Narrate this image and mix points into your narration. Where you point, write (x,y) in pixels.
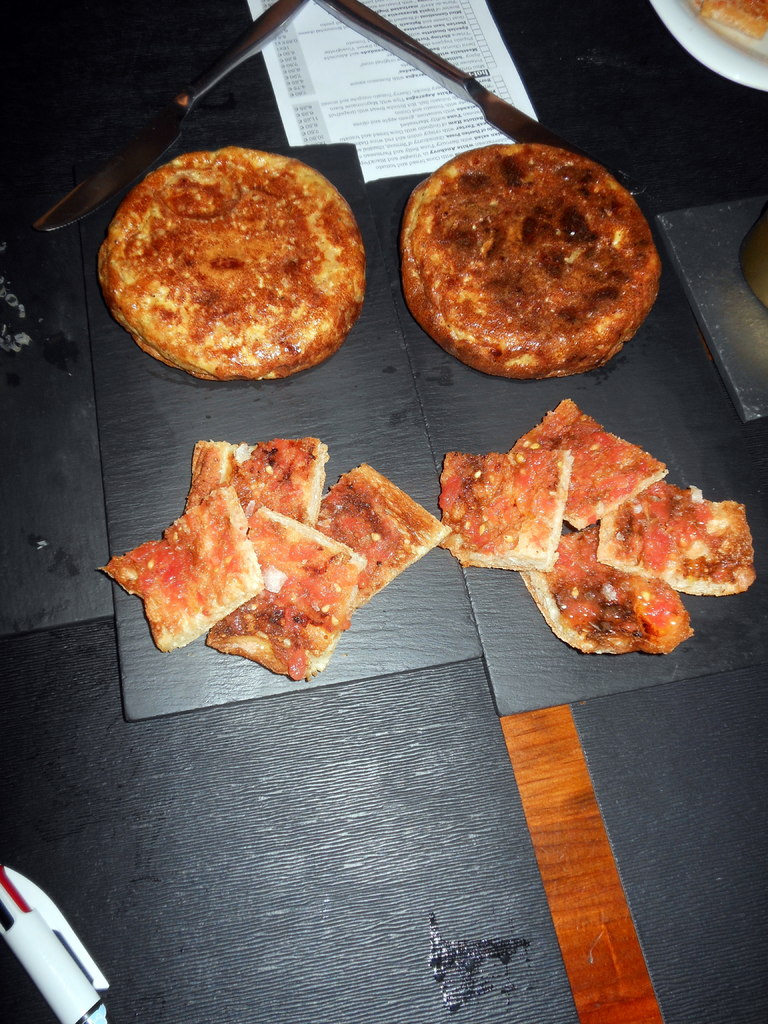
There is a baked food (237,650), knives (508,107) and a paper (391,165) kept on the surface (274,675) as we can see in the middle of this image (419,485). There is one white color object (48,964) present in the bottom left corner of this image (60,970).
